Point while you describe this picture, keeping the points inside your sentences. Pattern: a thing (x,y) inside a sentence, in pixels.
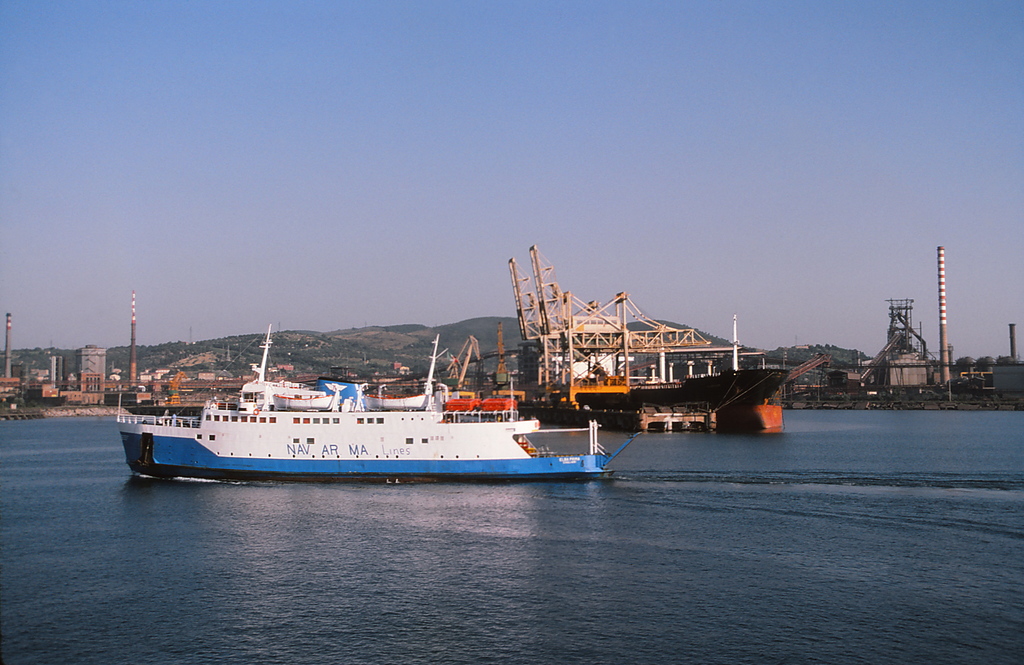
This image is taken outdoors. At the top of the image (143,134) there is a sky (794,127). At the bottom of the image (126,520) there is a river (182,499) with water (789,521) and there are two ships (313,387) on the river (927,428) and there are a huge machinery (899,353) and a few poles (944,290). There are a few hills (365,351).
